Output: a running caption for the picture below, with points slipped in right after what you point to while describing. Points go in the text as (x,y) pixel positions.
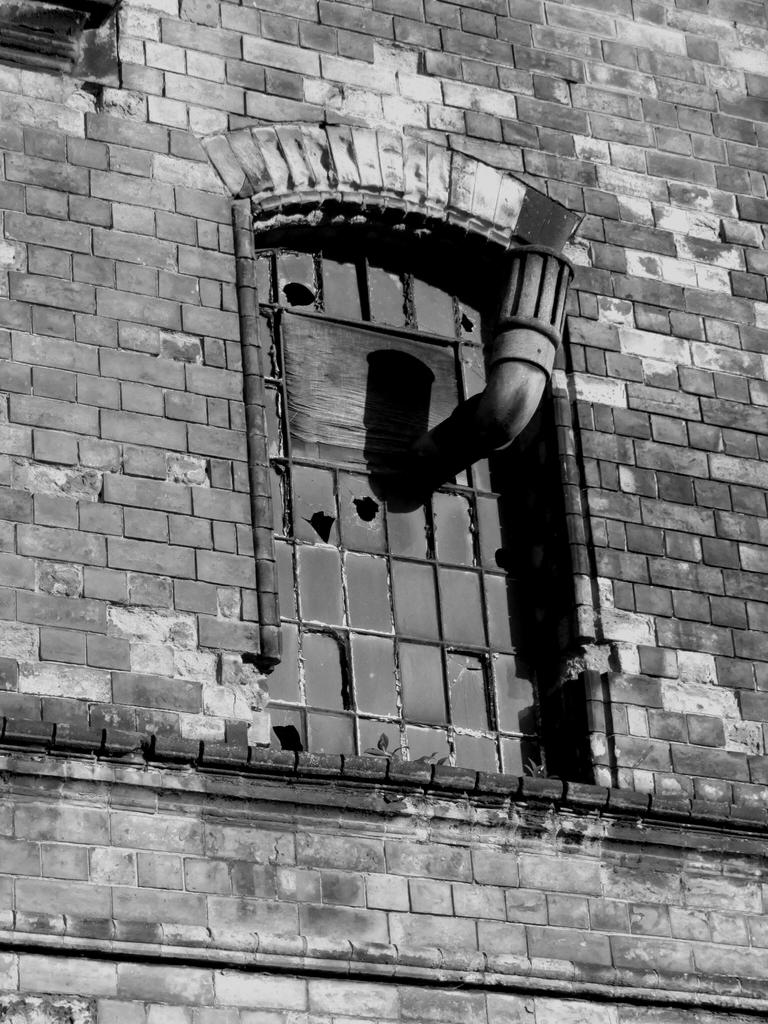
In the given image i can see a brick work (169,643).
